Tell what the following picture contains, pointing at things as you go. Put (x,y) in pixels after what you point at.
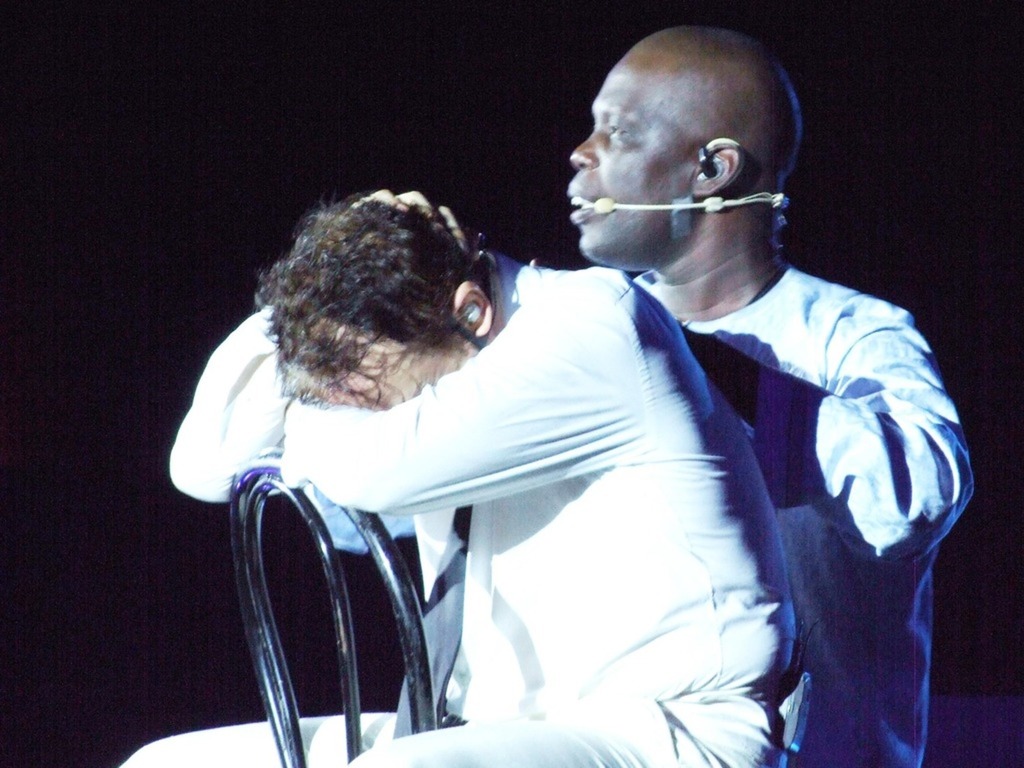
In this image we can see two persons (595,464) are sitting on chairs (413,612), one of them is wearing a headset microphone (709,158), and the background is dark.
